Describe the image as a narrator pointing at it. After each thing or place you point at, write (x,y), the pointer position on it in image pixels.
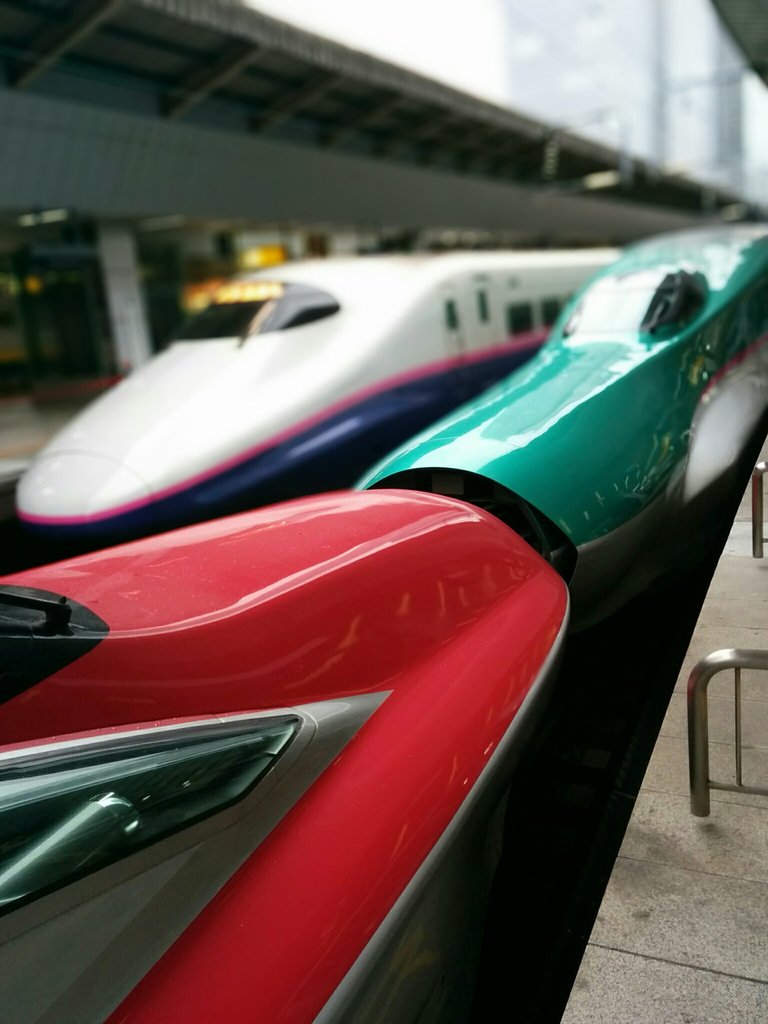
In this image there is a vehicle (360,671) in the foreground (379,608). Behind the vehicle (286,602) there's a train (404,324). Behind the train (420,289) there is a shed (216,198). There are lights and pillars (131,301) inside the shed (70,330). In the top right (678,78) there is a building (675,87). At the top (397,19) there is the sky (400,17). To the left (4,441) there is a platform (34,421). To the right (693,706) there is a railing (737,731) on the ground (726,761).
